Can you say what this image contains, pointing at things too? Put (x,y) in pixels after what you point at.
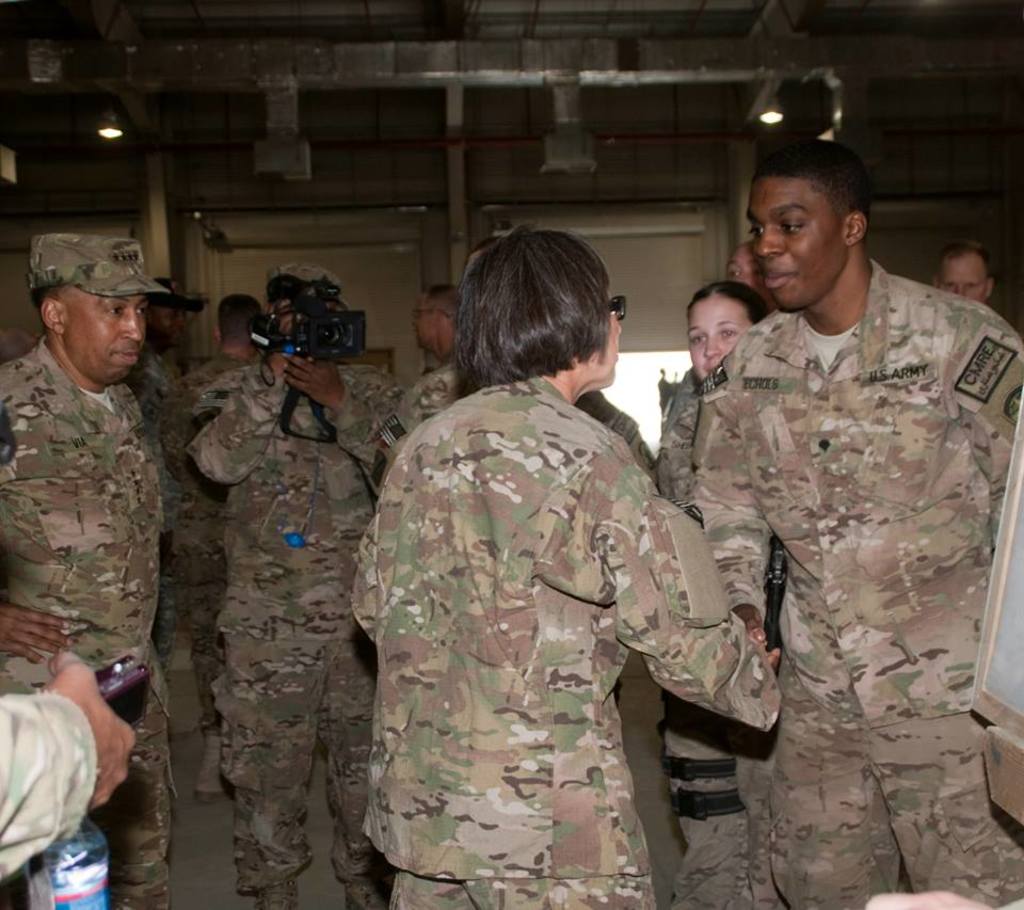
In this picture we can see a group of people (538,279) where two persons (695,462) are shaking their hands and here the person (308,273) holding camera (299,326) and taking picture and this person (155,471) is looking at them and here we can see bottle (83,872), some machine (123,686) in hand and in background (491,118) we can see wall (267,192), light (106,127), pillars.
